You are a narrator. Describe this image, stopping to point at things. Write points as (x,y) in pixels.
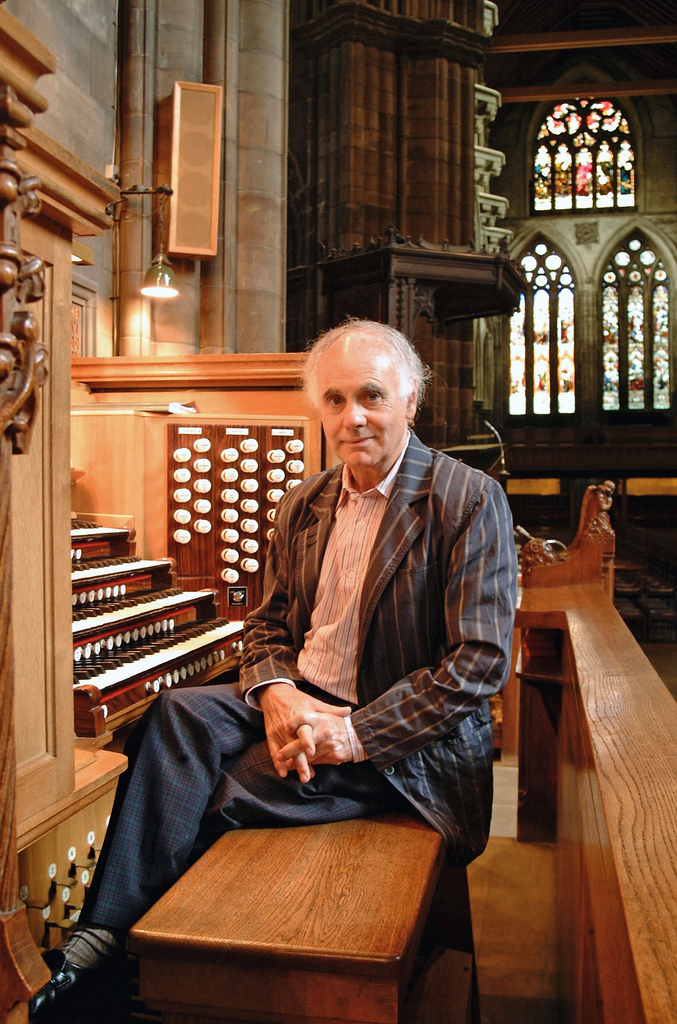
This picture shows the inner view of a church building (556,355). In this image we can see one man (365,441) sitting on the bench (233,944) near to the organ (78,406), one light (173,289) attached to the wall (226,181) and some objects (218,188) on the surface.
